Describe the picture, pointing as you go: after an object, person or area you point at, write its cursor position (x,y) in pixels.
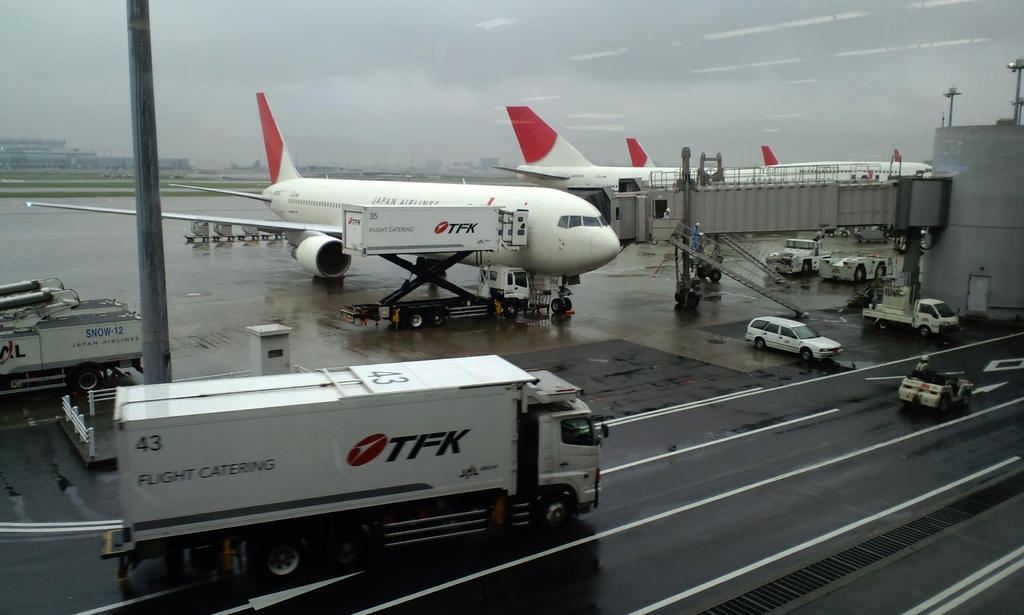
In the center of the image (553,215) we can see aeroplane (302,219). At the bottom of the image (46,518) we can see vehicles (565,382), truck (157,536) on the road (657,510). In the background (1008,284) we can see aeroplanes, terminal (995,172), runway (81,181), buildings (241,165), vehicles (799,255), sky (454,93) and clouds (589,59).
